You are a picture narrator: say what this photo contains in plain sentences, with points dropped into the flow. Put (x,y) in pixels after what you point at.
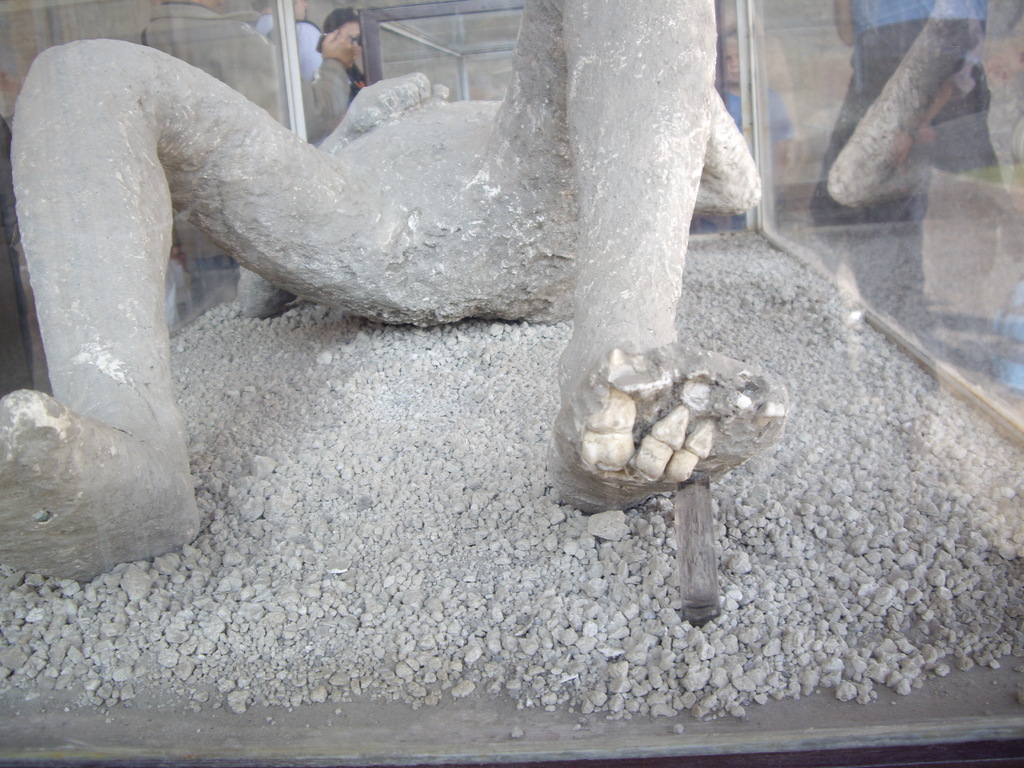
In this image a person statue (381,257) which is lying on the stones (406,547). Statue (344,164) is kept in a glass box (954,326). Behind the box (961,308) there are few persons (303,57). Right side (906,8) there is a person (876,239) standing on the floor (955,357) and he is wearing a blue shirt (886,13).
